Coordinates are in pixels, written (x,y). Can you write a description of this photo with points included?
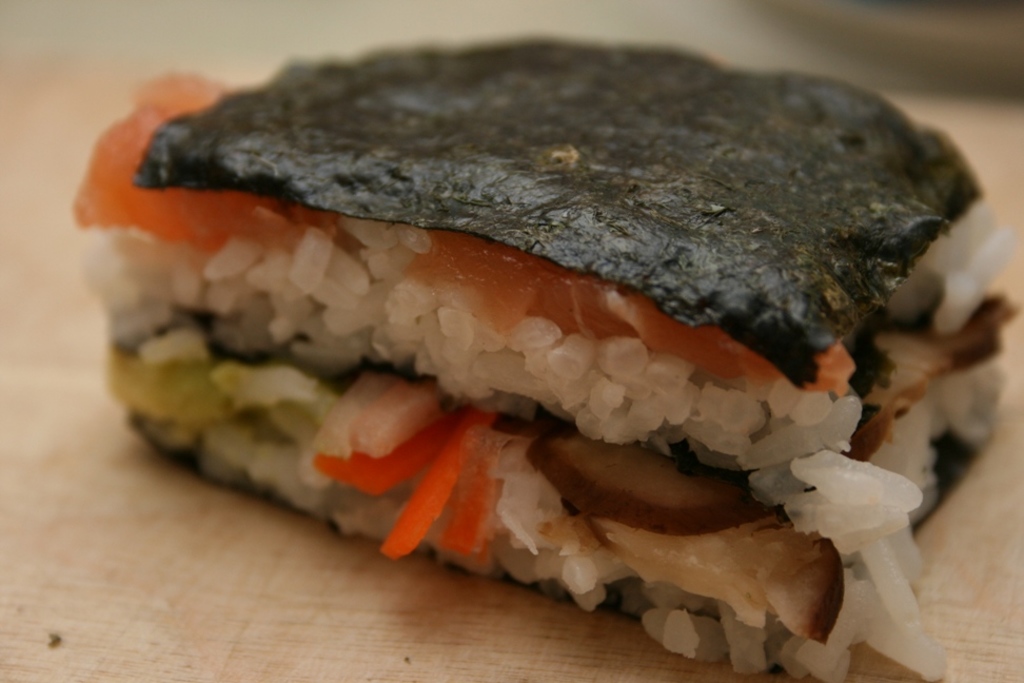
In this picture we can see food (713,276) on a platform (342,555).
